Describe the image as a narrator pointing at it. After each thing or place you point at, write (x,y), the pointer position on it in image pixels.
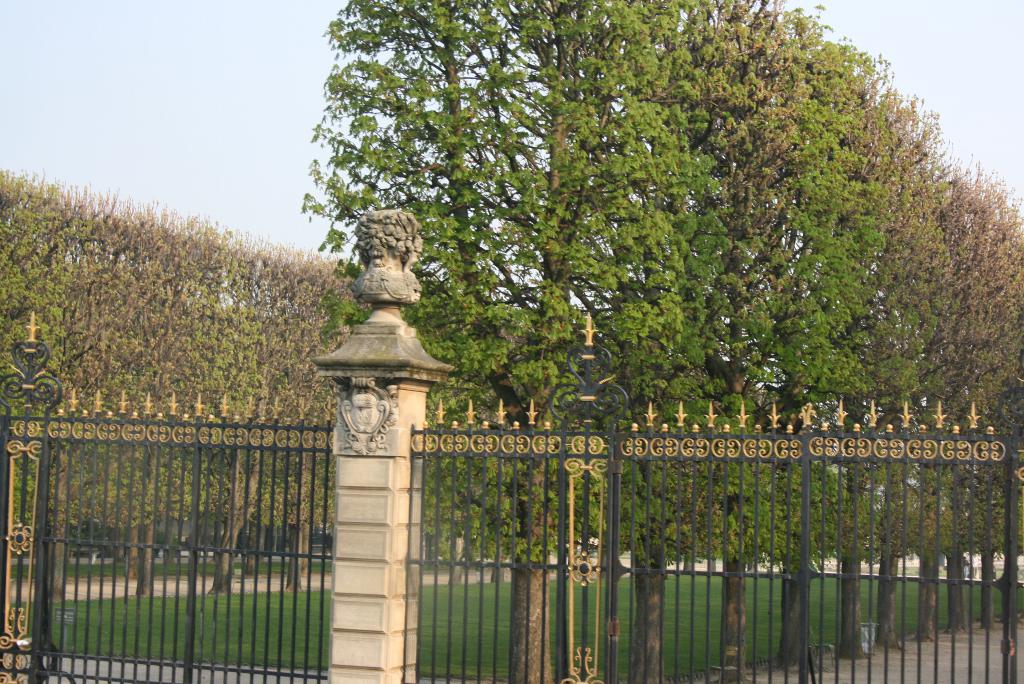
This is the picture of a place where we have a fencing (309,542) to which there is a pillar (352,504) which has some sculptures (376,264) and behind there are some grass (595,600) and some trees (103,207) and plants (275,500).
